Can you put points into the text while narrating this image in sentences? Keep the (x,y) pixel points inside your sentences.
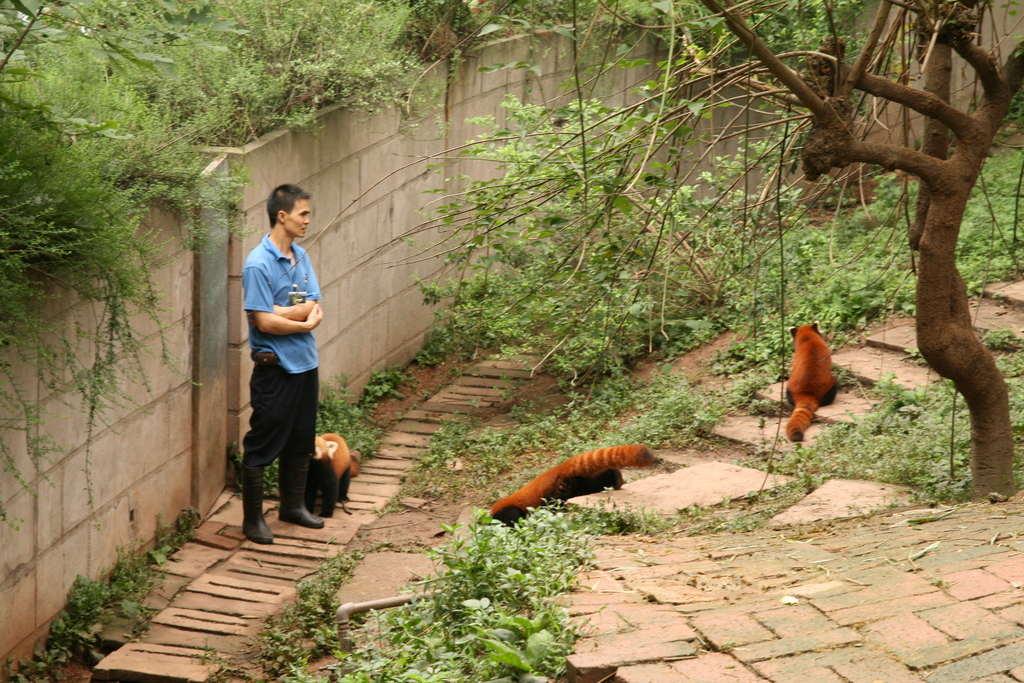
In this image there is a man (244,296) standing, there are three red pandas (576,456), there is a tree (847,84) towards the right of the image (898,96), there is ground (615,614) towards the bottom of the image (701,621), there are plants (512,590) on the ground (415,557), there is a wall (351,285) towards the left of the image (53,457), there are trees (284,42) towards the top of the image (255,40).
